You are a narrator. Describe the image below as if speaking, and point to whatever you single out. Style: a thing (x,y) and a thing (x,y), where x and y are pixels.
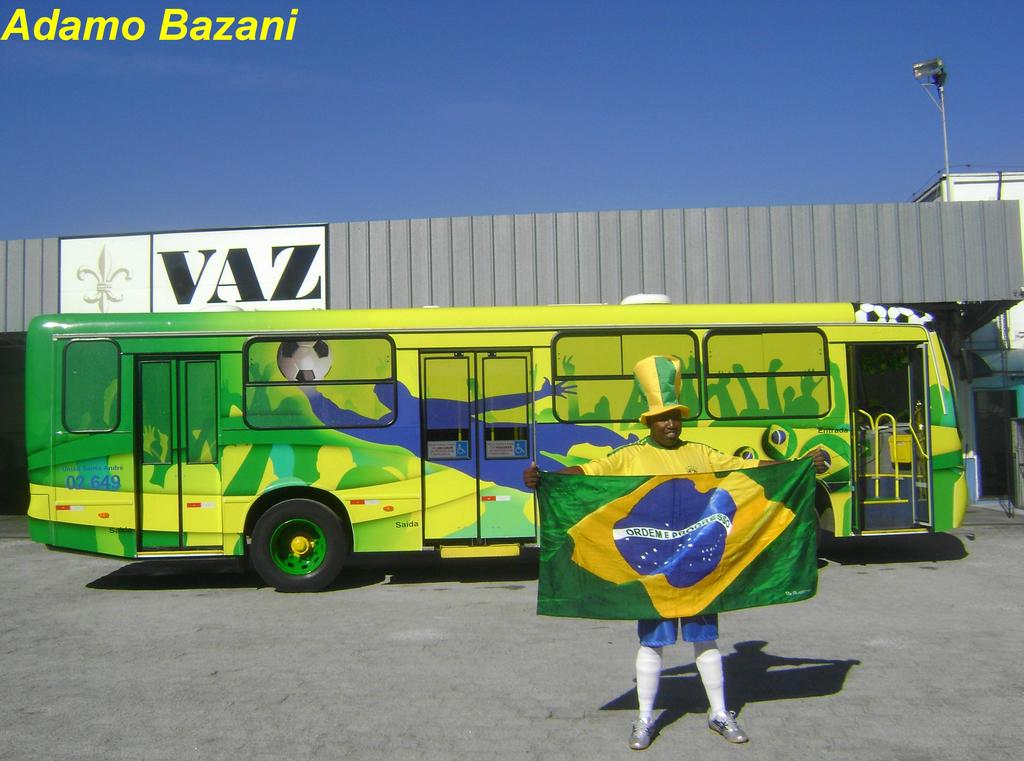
In this image I can see a person (813,452) is standing and holding a flag (791,592) in hand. In the background (935,381) I can see a bus (539,342) on the road (855,641) and buildings (665,280). At the top (526,113) I can see the sky (437,81) and a text (69,25). This image is taken on the road (264,658).
